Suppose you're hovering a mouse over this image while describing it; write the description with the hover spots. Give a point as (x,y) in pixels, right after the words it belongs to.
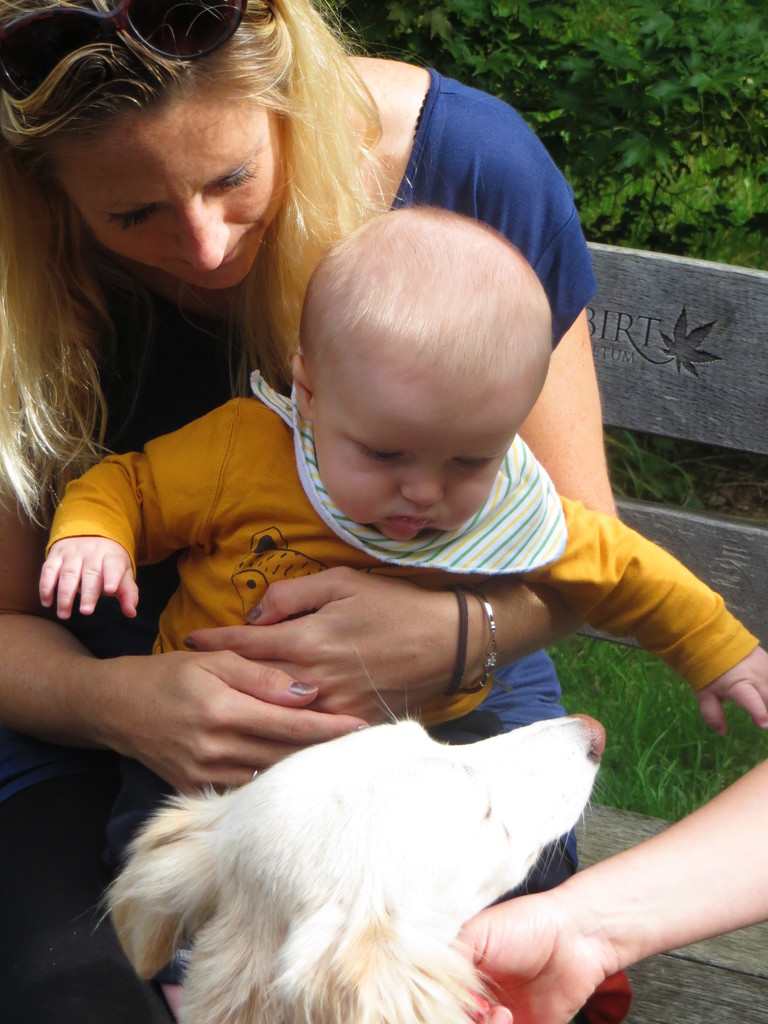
In this image, there is a woman (90,313) sitting on the bench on which baby (538,326) is sitting. In the rightmost (609,210) top of the image (734,150) plants (688,147) are visible. In the background (704,748) bottom of the image (566,686), grass (645,755) is visible. In the middle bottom of the image (531,802), I can see a dog (315,996) which is visible half. The picture is taken during sunny day.
